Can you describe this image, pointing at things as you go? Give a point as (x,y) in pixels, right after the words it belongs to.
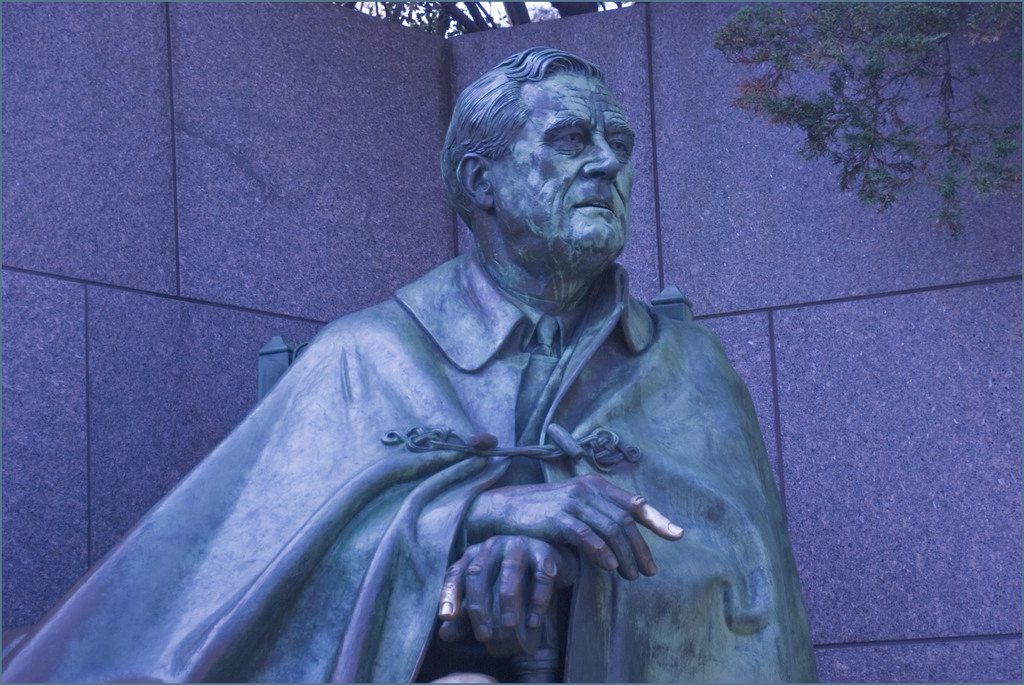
This is the statue (561,424) of the man (584,351). Here is the wall (952,488). I think this is a tree (856,29) with branches (873,147) and leaves (854,38).
